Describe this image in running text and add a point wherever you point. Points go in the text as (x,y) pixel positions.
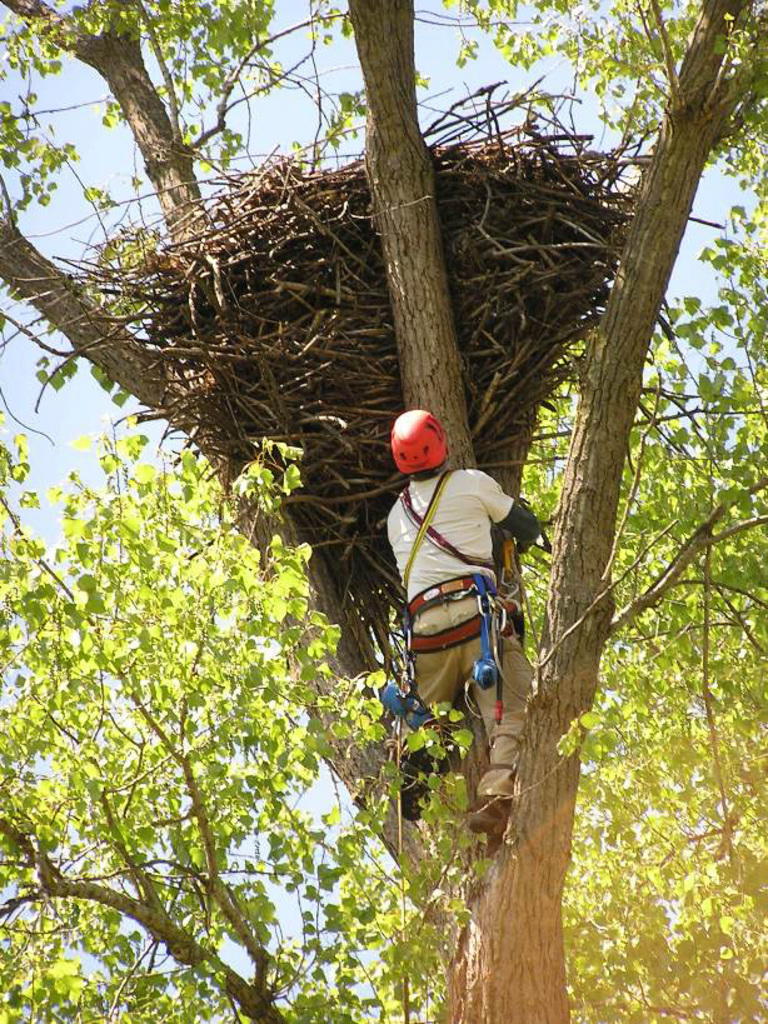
Here I can see a person (455,576) wearing white color t-shirt (455,511), red color helmet (431,451) on the head (427,430) and climbing the tree (547,901). On the tree (441,384) I can see few sticks (306,345). At the bottom of this image (172,808) I can see the leaves (168,805) in green color.
